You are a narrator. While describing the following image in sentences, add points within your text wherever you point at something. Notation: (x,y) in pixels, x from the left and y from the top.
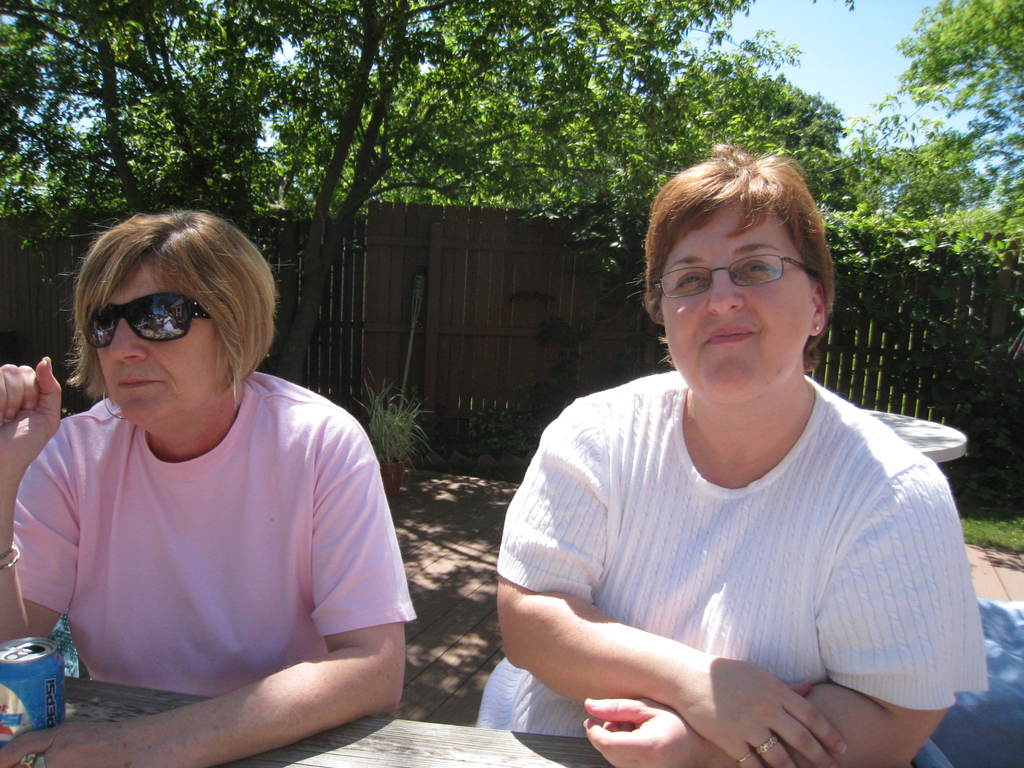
In this picture we can see two women (379,601) sitting, tin (51,688) on a table (497,747), house plant (383,414) on the ground (459,543), wall (446,305), trees (951,196) and in the background (843,103) we can see the sky (866,75).
